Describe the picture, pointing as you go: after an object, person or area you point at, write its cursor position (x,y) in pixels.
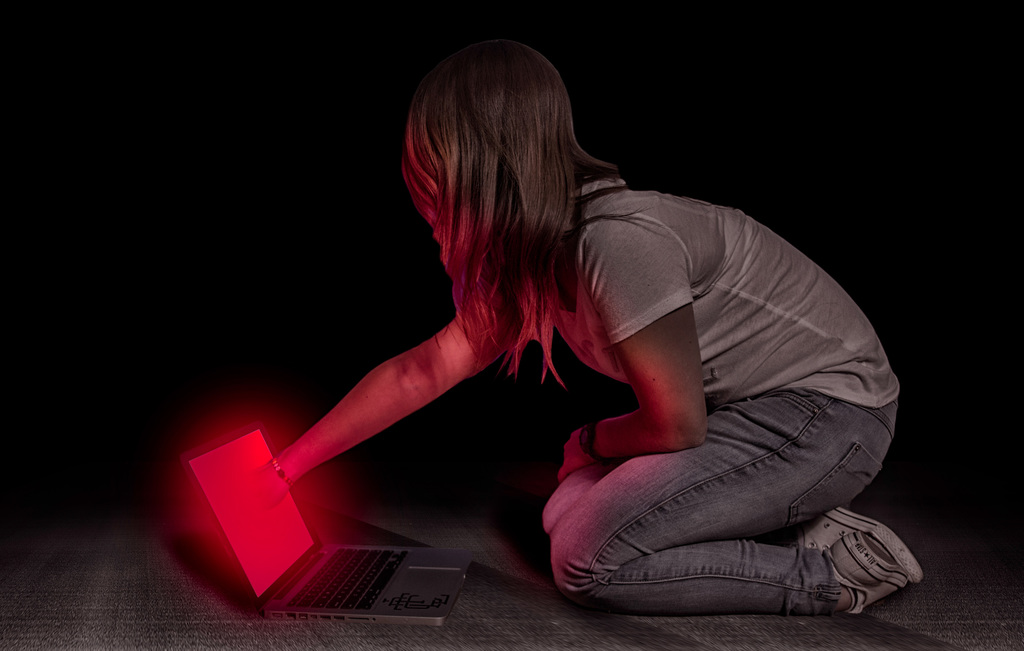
In the image there is a woman (531,305) sitting on floor (559,618) with laptop (334,577) in front of her and the background (842,109) is dark.
